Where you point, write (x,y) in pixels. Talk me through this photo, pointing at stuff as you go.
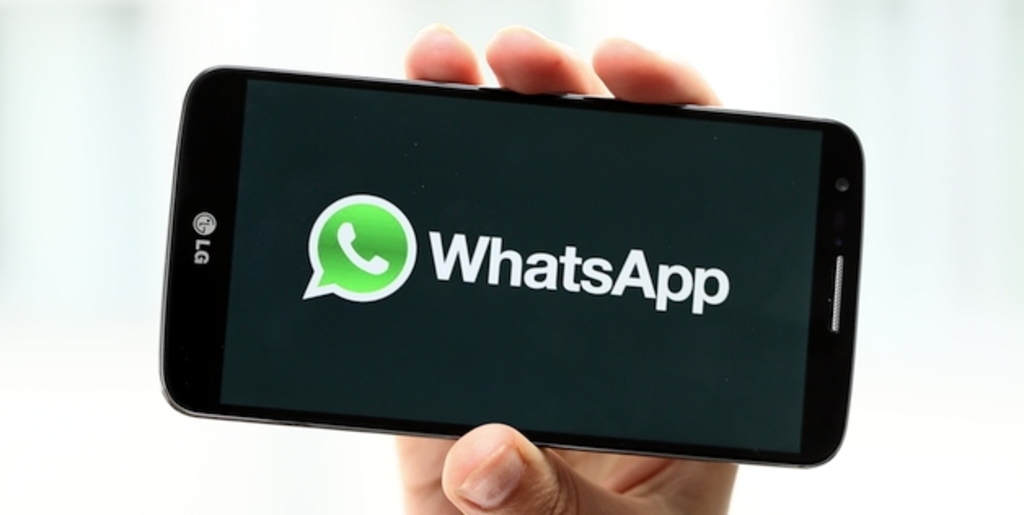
In this picture I can see a human hand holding a mobile (768,310) and displaying some text (468,273) and I can see plain background (985,293).
